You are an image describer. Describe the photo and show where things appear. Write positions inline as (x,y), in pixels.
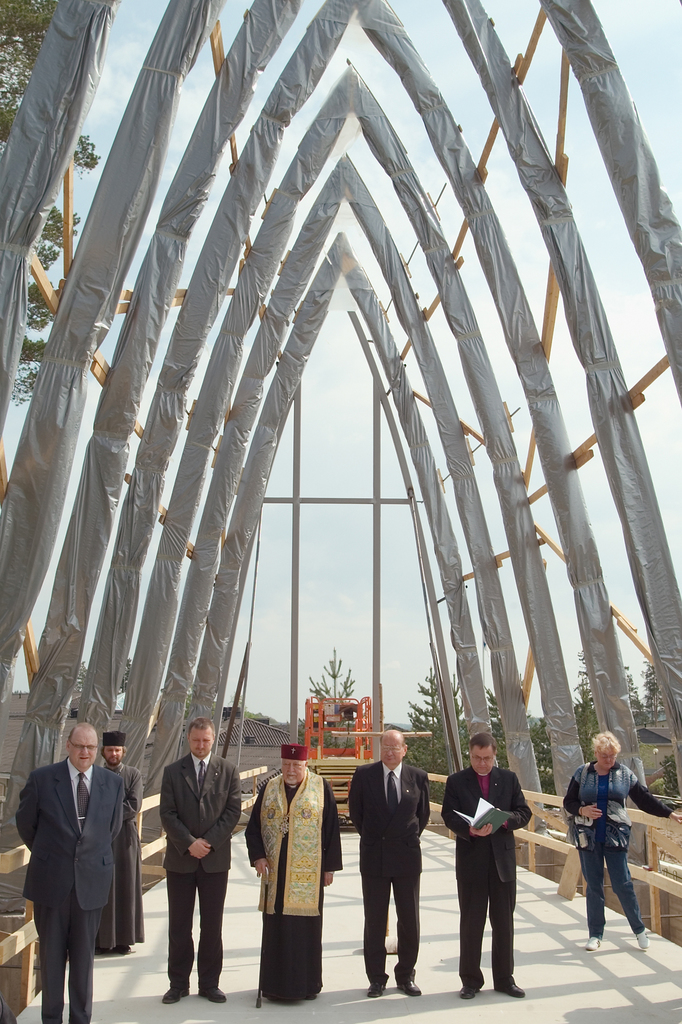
In the center of the image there are people (79,735) standing on the floor (176,1009). At the top of the image (220,114) there are wooden rods (3,467). In the background of the image (252,108) there is sky (366,623), trees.
